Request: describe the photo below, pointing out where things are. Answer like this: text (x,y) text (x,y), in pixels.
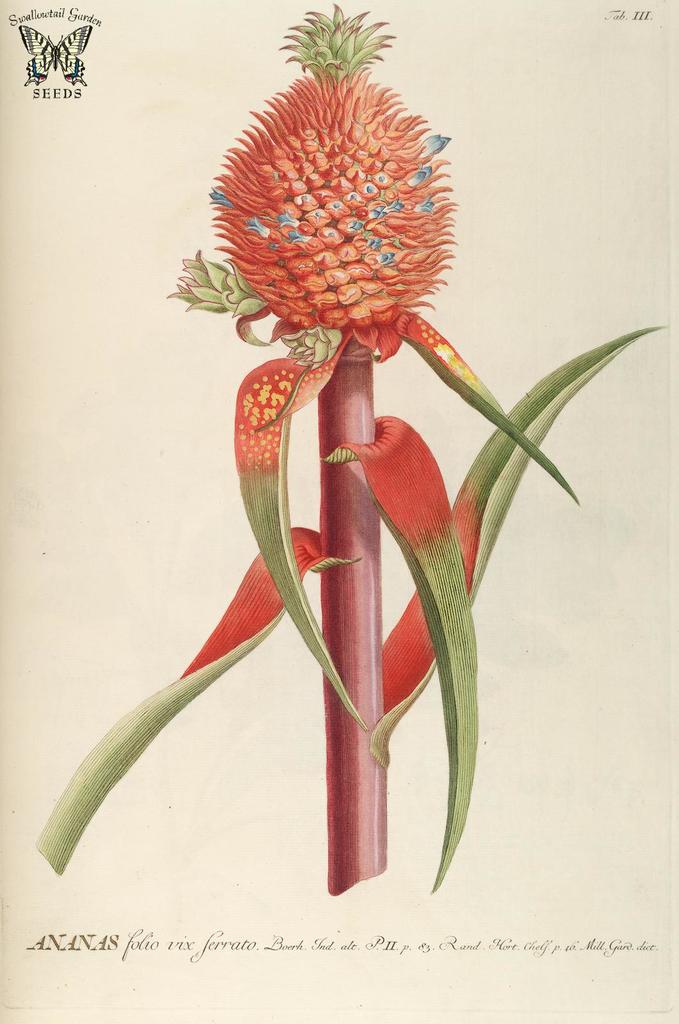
This is a paper (443,482) and here we can see pineapple plant (340,319) with leaves (401,486). In the background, there is logo (56,62) and we can see some text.
